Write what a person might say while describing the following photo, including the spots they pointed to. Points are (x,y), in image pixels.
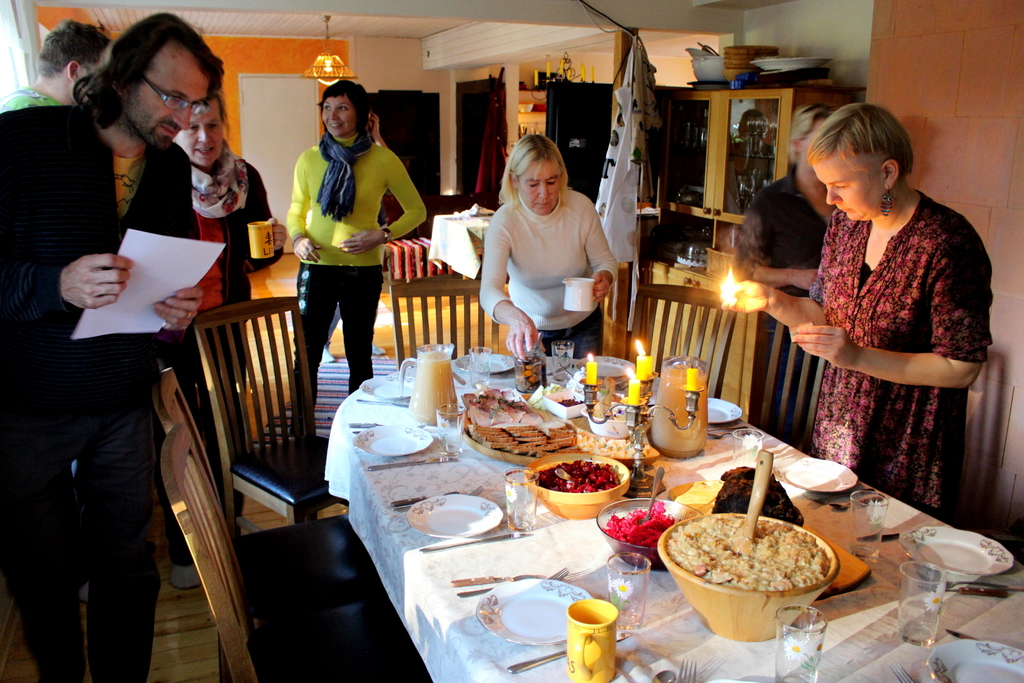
In this picture we can see group of people (898,313) they are all standing, in front of them we can see chair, plates (385,440), forks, knives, cups (442,448) and some food items (635,522) on the table (513,468). In the background (330,56) we can see light (328,73) and sofa (422,240).
